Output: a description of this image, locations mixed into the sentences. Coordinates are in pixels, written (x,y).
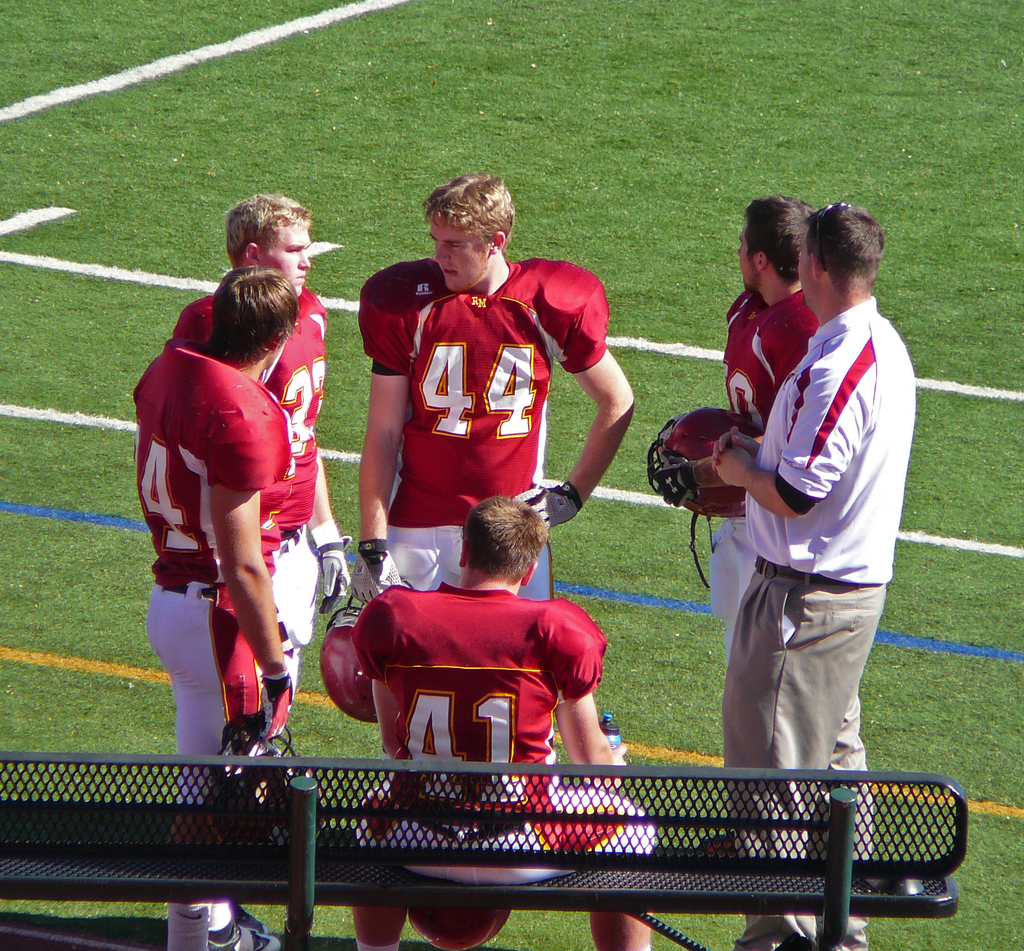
In the image i can see six people (439,532). Out of six, five people (527,417) are standing and one person (455,784) is sitting on the bench (377,775) and in the background (378,215) i can see the grass (503,125).
